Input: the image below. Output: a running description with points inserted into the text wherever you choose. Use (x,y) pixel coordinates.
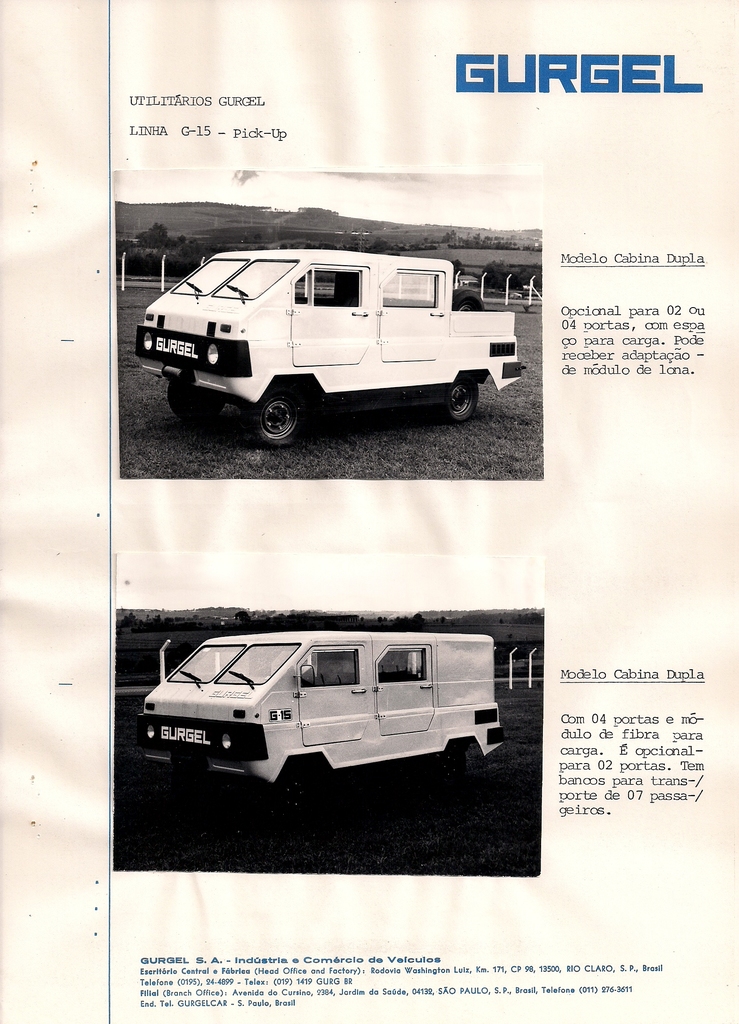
In this image I can see vehicles (467,418). Back Side I can see fencing (509,661) and trees (170,256). The image is in black and white.
